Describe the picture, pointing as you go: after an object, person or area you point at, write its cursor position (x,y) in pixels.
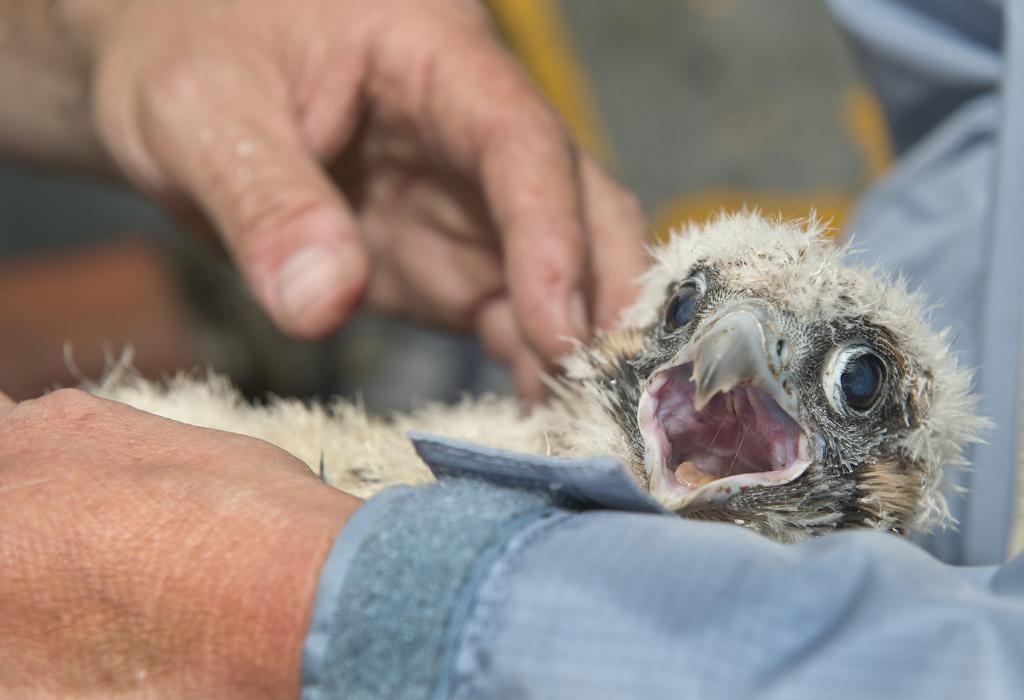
In the foreground of this picture (820,324), there is a person (859,244) holding a bird (633,339) and the bird (730,452) is with open mouth (703,445).
